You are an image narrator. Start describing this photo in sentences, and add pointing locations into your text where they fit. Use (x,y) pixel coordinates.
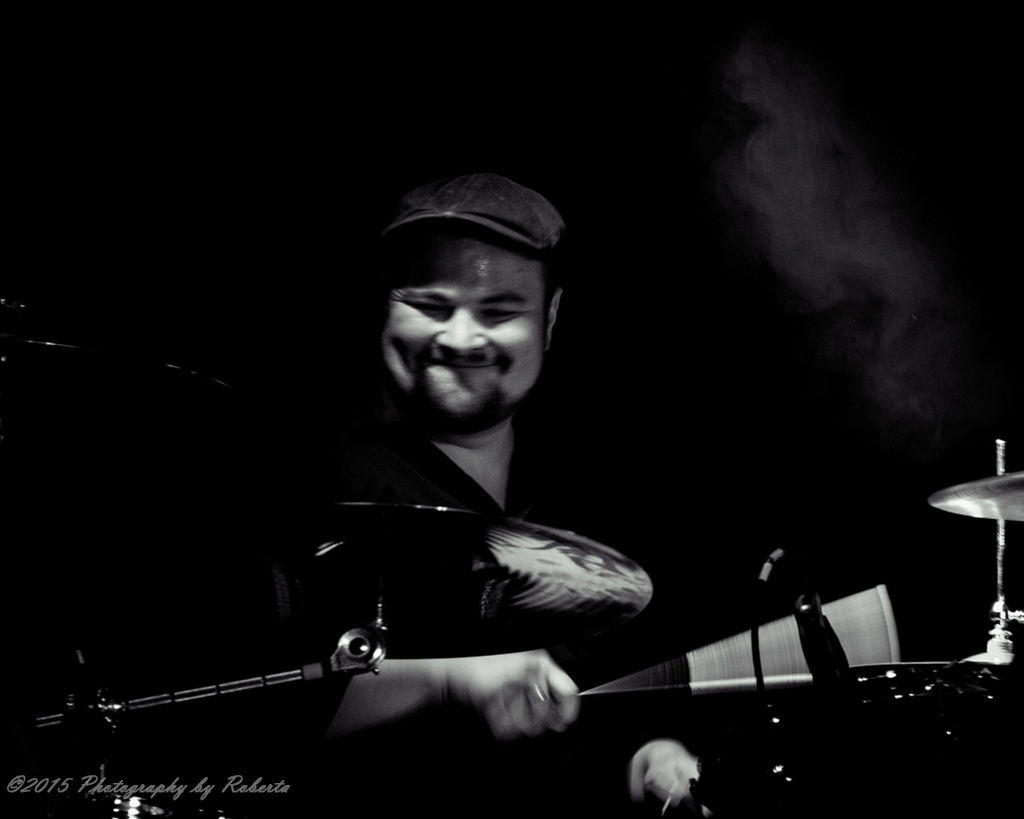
In this image I can see the person (487,477) playing the musical instrument (958,658) and wearing the cap (469,203). In the background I can see the smoke (857,348). This is a black and white image and there is a watermark (149,788) in the image.
